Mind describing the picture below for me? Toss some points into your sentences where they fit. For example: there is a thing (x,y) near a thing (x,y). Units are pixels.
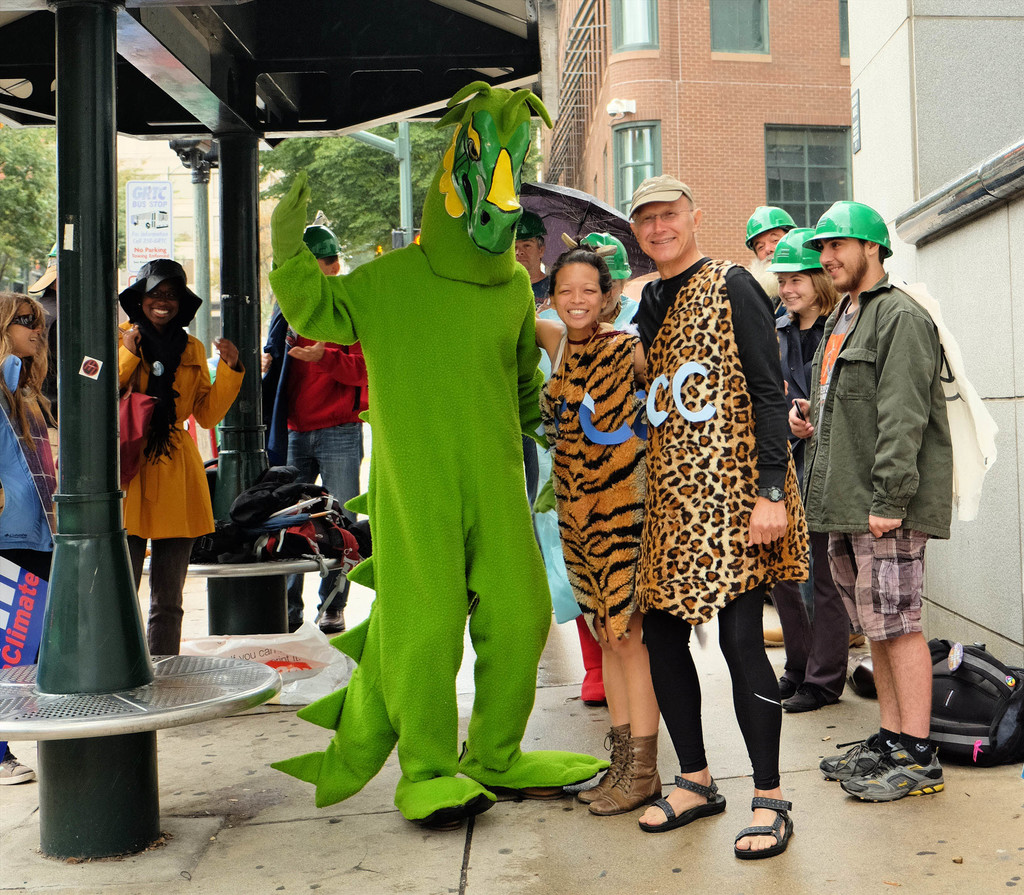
In this image I can see few people (768,415) standing and these people (316,385) are wearing the different color dresses (383,425). I can see few people (817,252) with the green color helmets (778,259) and the hats (129,310). To the right (954,725) I can see the black color bags (933,702). In the background (678,68) I can see the trees (284,193) and the building (632,116).
